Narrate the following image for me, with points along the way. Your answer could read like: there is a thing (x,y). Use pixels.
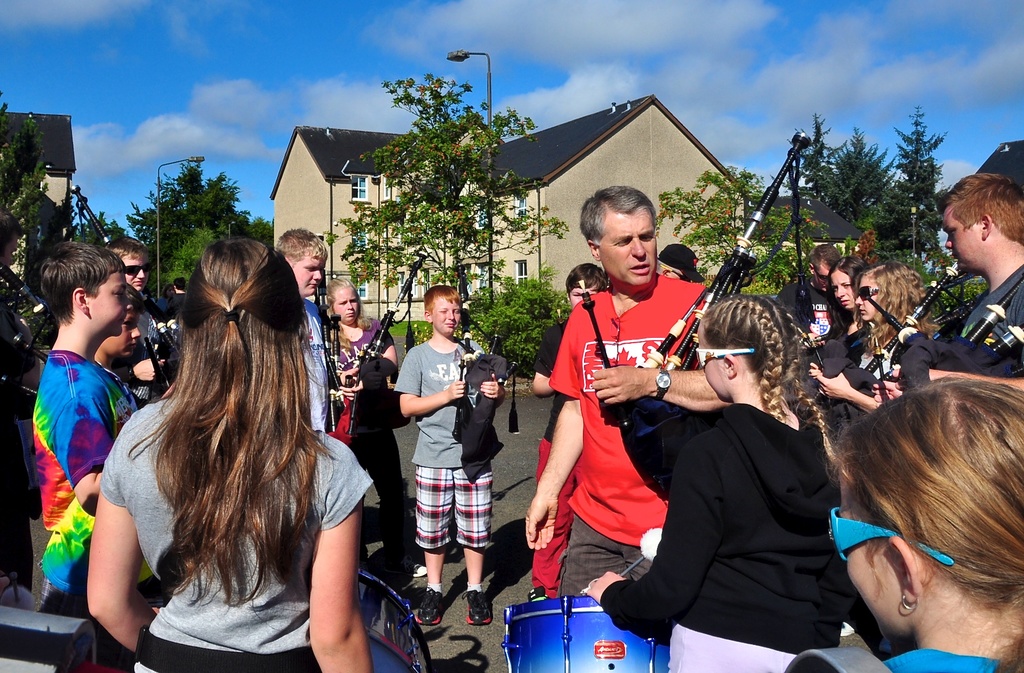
Here we can see a group of people (274,422) standing on the road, she is playing the drums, and here is the house (546,155), and here are the trees (435,184), and at above here is the sky (242,68).
